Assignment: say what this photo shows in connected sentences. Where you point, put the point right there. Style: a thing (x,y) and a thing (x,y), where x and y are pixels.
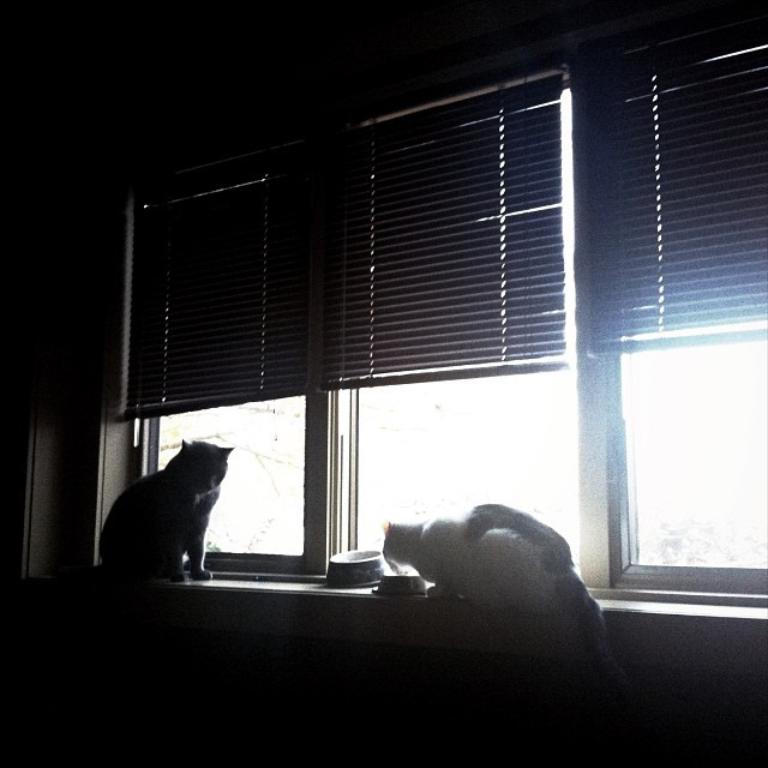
In this picture I can observe two cats (409,550) on the windowsill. There is a curtain (358,227) and windows (379,452). The room (249,679) is dark.
